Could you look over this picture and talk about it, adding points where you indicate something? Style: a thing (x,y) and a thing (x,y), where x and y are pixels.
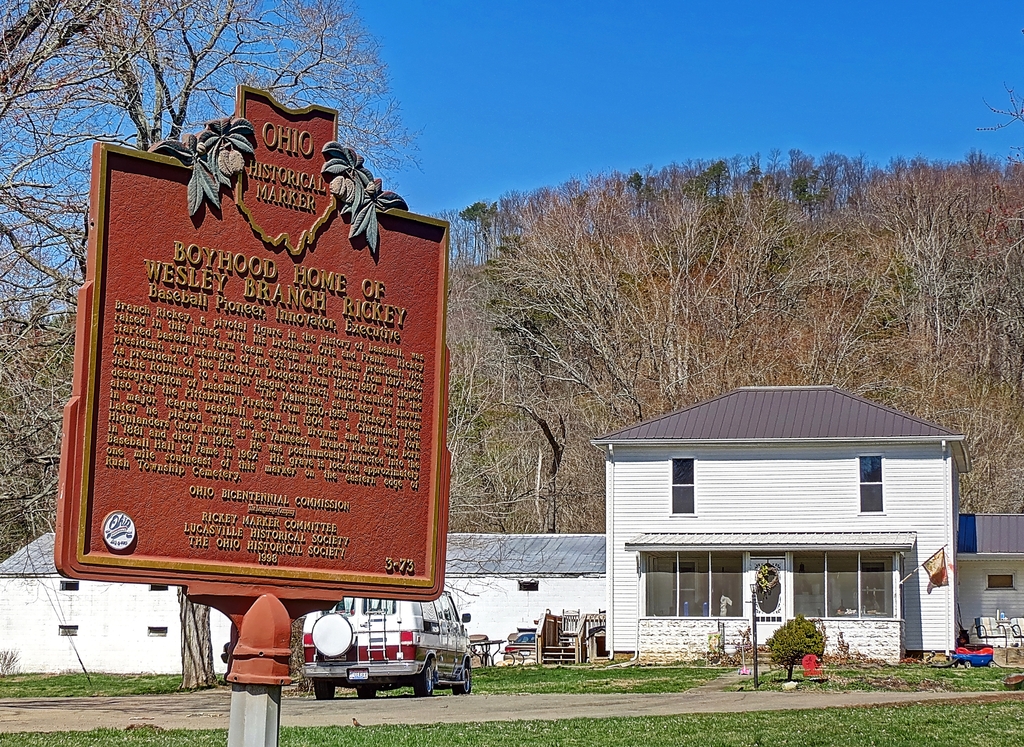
In front of the picture, we see a board (187,357) in brown color with some text (175,355) written on it. At the bottom (742,713), we see the grass (700,730). Beside that, we see the road (285,699). On the left side (298,643), we see the trees (194,605). In the middle of the picture (662,429), we see the buildings (659,559) in white color with the grey color roofs (814,535). Beside that, we see the wooden objects (572,637). On the right side (945,582), we see a pole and a flag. Beside that, we see an object (977,661) in blue and red color. There are trees (598,280) in the background (659,273). At the top (550,83), we see the sky (633,132), which is blue in color.
